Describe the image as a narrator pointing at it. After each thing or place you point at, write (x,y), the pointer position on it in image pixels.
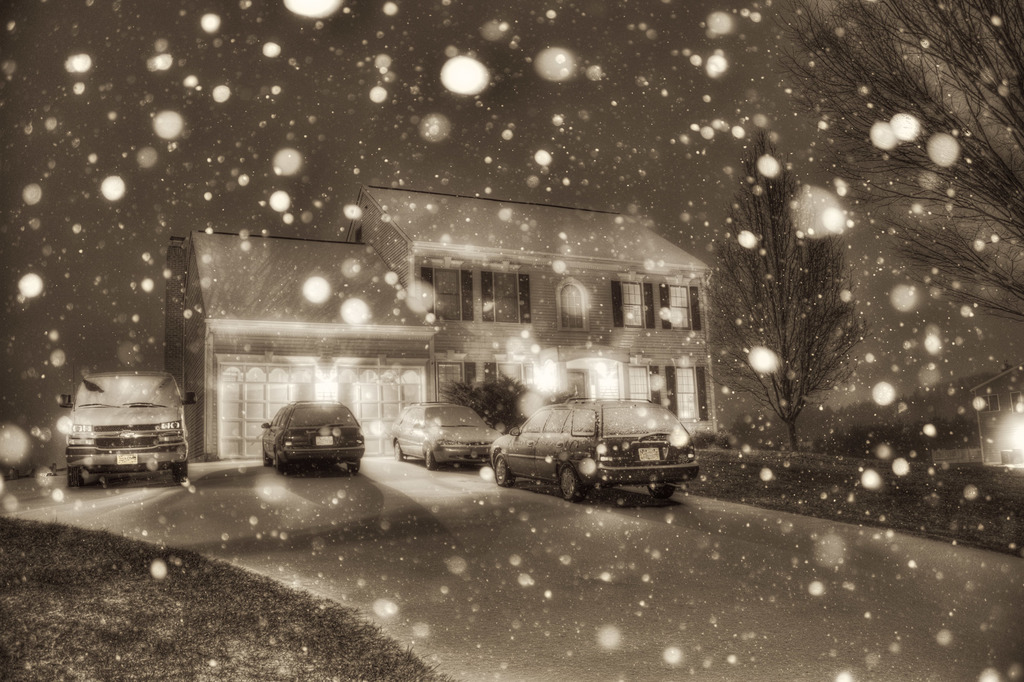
This image consists of a building (288,289) along with four cars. At the bottom (227,646), there is grass (381,653) and road (512,627).
